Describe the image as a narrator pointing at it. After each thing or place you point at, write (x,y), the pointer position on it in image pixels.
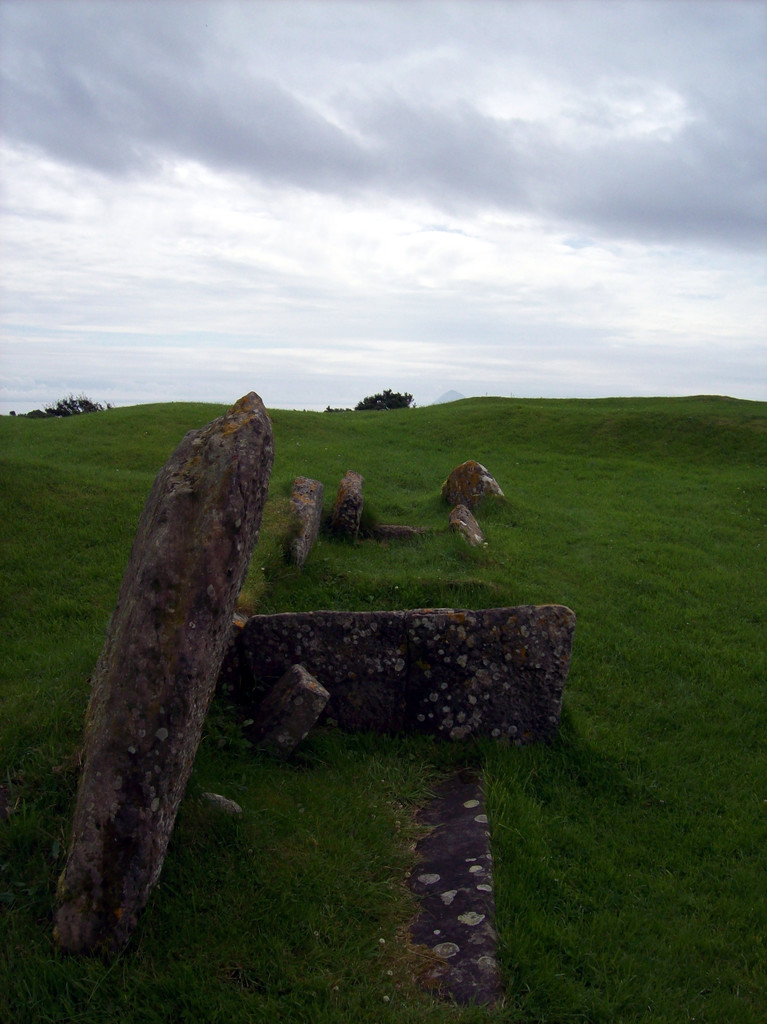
In this image we can see some rocks (400,624), trees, grass (525,518), also we can see the sky (426,191).
